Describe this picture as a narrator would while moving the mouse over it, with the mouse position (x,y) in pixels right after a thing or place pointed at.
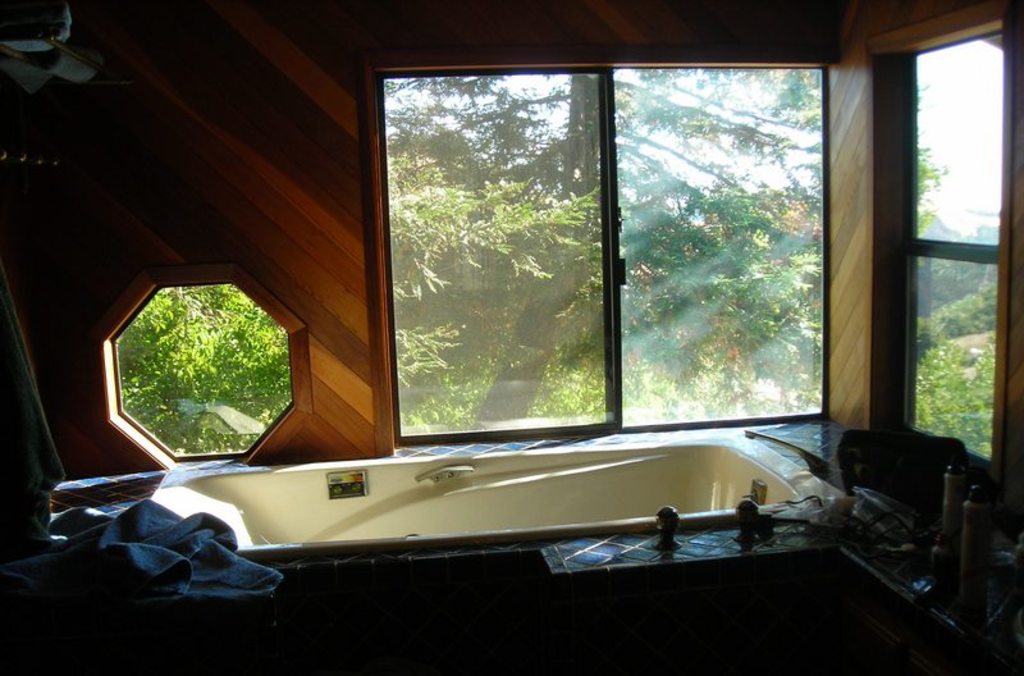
In this picture we can see bottles (980,527) and objects (865,518) on the platform (820,429). We can see bathtub (507,523) and glass windows (469,361), through glass windows (782,304) we can see trees (964,394) and sky (969,125). On the left side of the image (77,541) we can see clothes (89,556).
